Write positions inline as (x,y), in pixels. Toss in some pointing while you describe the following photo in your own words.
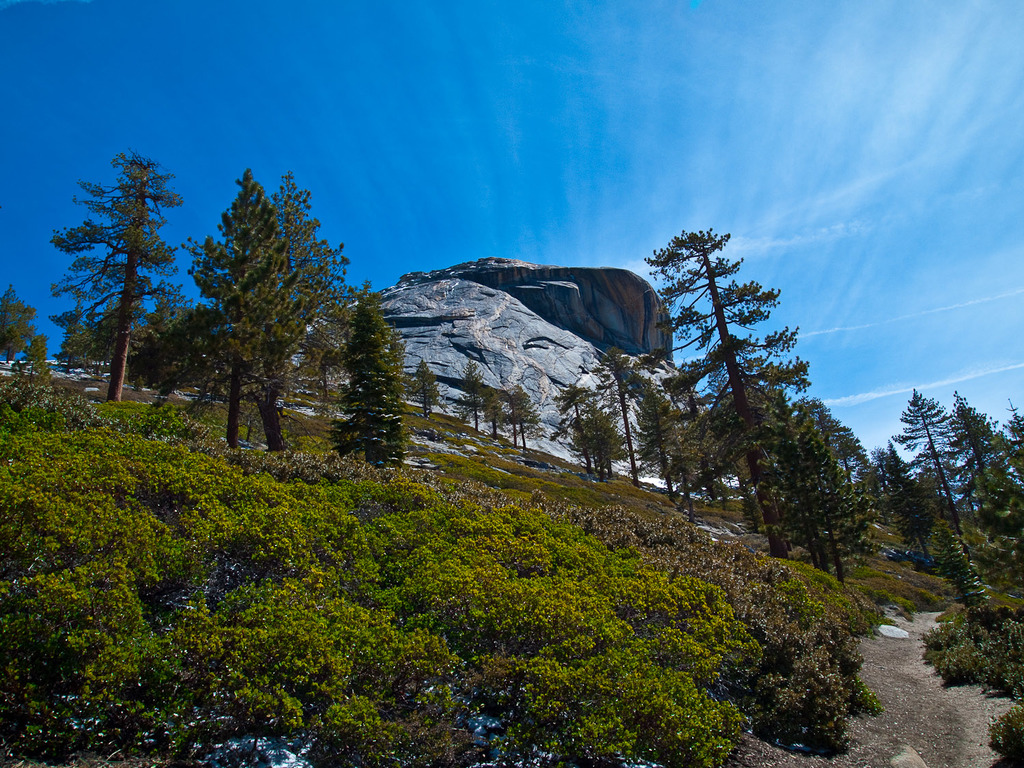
This image consists of a mountain (405,374). We can see the plants (323,485) and trees (977,581). At the top (819,146), there is sky (759,186).
